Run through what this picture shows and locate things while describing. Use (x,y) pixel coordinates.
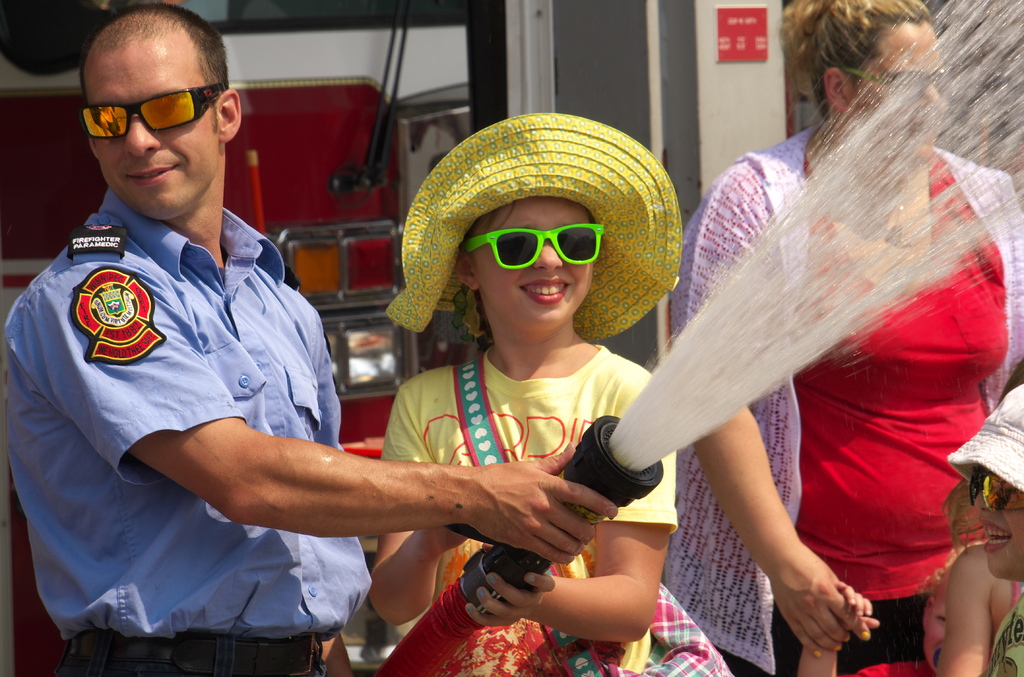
In this image there is a girl (524,426) and an officer (320,324) is holding a water pipe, beside the girl (598,318) there is a woman (904,334) standing, behind the girl (509,257) there is a fire truck (328,174).
